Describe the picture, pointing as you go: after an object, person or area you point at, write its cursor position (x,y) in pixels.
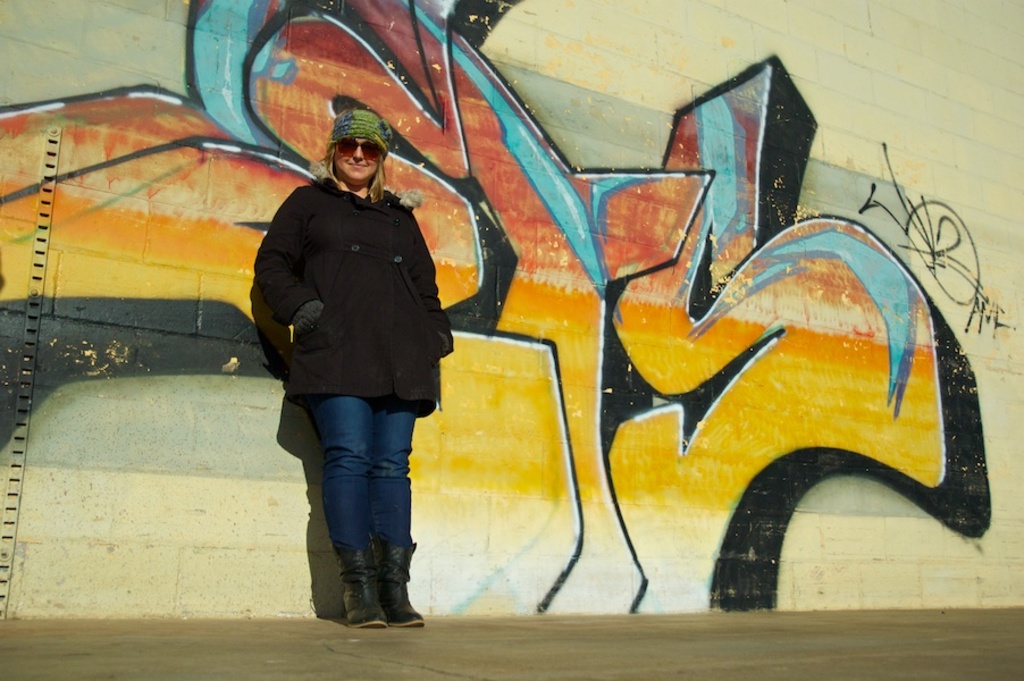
In this picture there is a woman (364,228) with black jacket (375,257) is standing and smiling. At the back (804,74) there is a painting (703,127) on the wall (566,117) and there is a text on the wall (676,140). At the bottom (262,660) there is a road (810,625).
